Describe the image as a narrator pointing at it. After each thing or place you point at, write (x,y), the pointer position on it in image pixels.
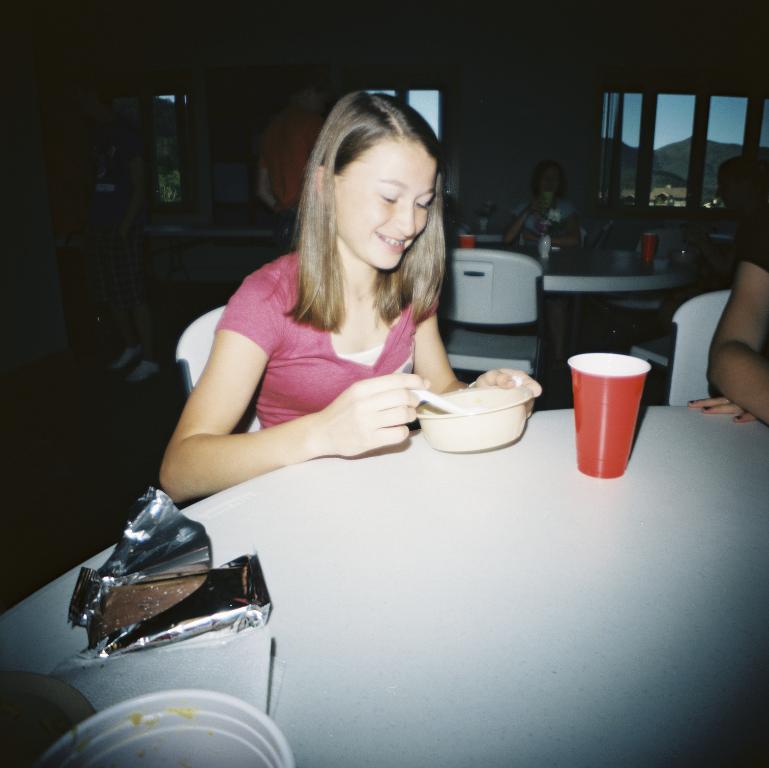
A girl (301,339) with pink t-shirt (314,362) is sitting on a chair (194,348). She is smiling. In her hand (501,377) there is a bowl (463,422). In front of her there is a table (419,631). On the table (397,626) there is a packet (182,575) and a glass (609,414). Behind her there is a table (628,270), chair (495,279), a lady (538,220) and a window (652,163).
